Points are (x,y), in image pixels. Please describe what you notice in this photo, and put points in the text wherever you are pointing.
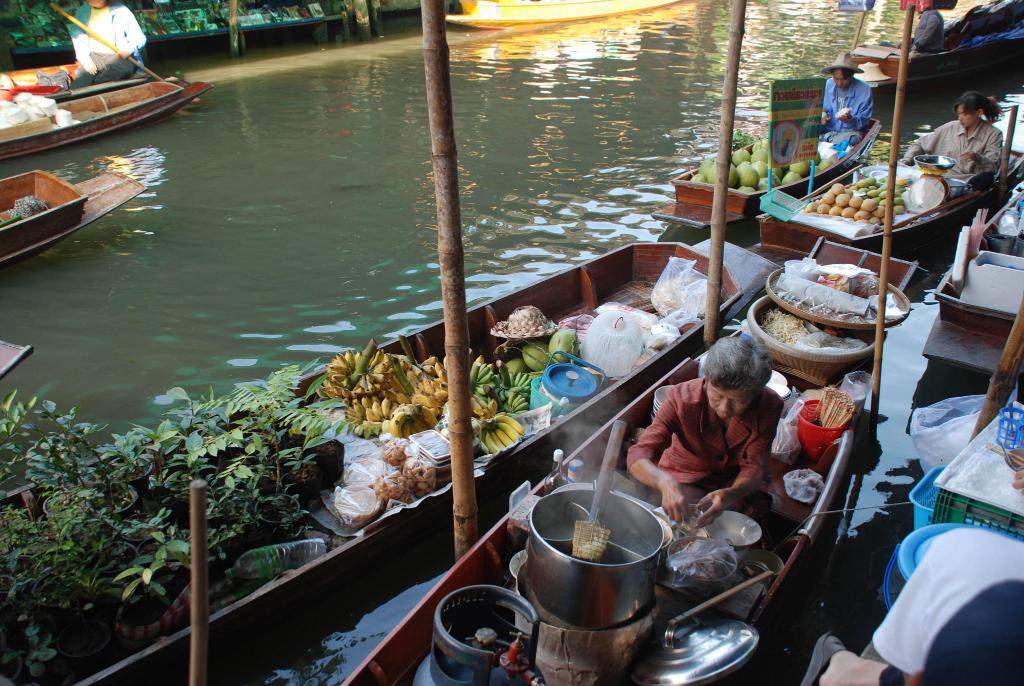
In the picture we can see water (548,40) in it, we can see a boat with a person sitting on it with a stick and we can see some other boats (658,378) with a woman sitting and cooking in it and in other boats (163,663) we can see some fruits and plants (85,595) in it and behind we can see two boats (737,191) with some fruits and vegetables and some persons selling it.
